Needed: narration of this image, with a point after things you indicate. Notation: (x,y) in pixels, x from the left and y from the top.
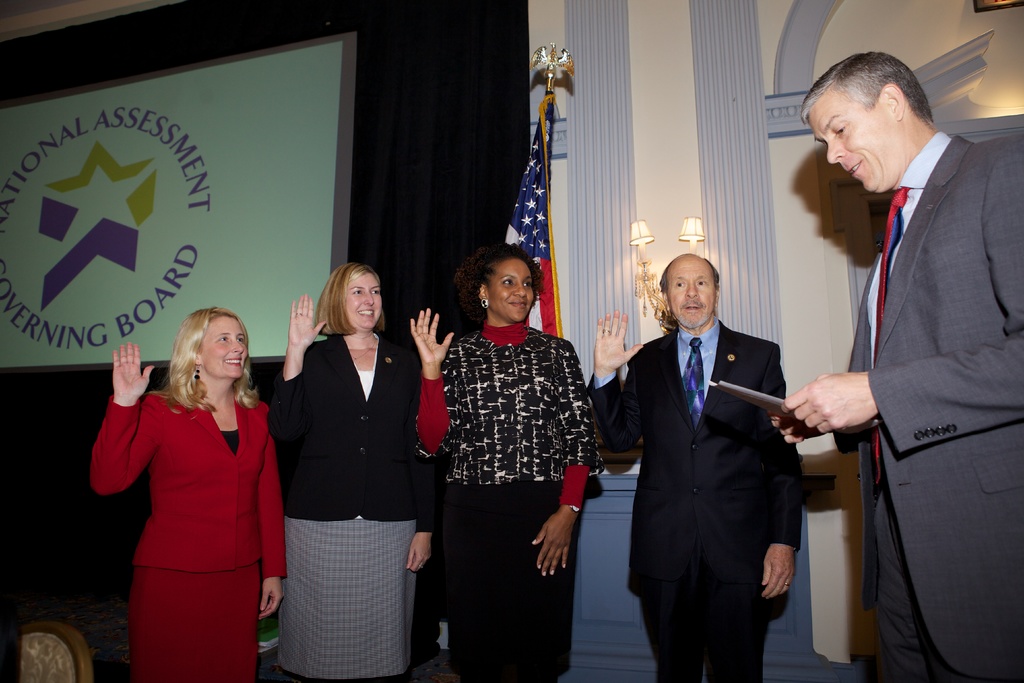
In this image there is an officer (944,248) on the right side (963,262) who is holding the paper (780,402) and reading. In the middle (543,398) there are four persons (544,419) who are standing on the stage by raising their hands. Behind them there is a flag (531,170). On the left side (86,163) there is a screen (121,182). In the background (645,218) there is a light (645,231).
